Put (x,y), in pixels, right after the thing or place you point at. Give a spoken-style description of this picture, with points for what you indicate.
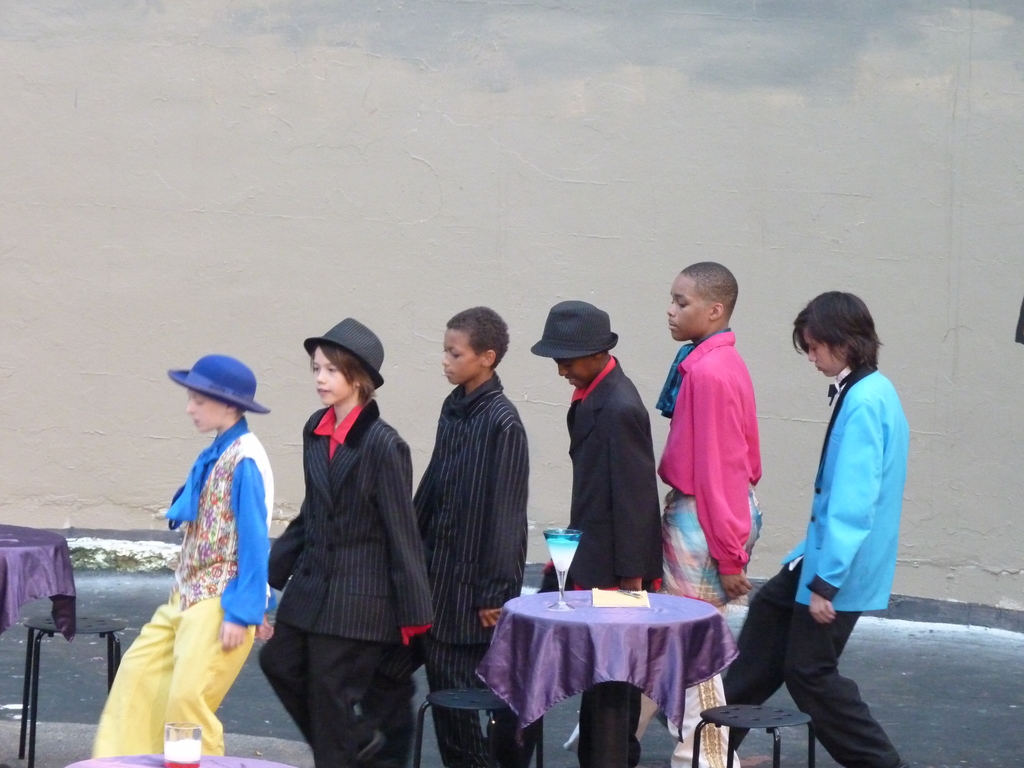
In this picture we can see a few people (185,563) on the path (818,750). There are glasses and a card (626,599) on the tables (571,656). We can see a few chairs (730,744). A wall (142,308) is visible in the background (834,161).
